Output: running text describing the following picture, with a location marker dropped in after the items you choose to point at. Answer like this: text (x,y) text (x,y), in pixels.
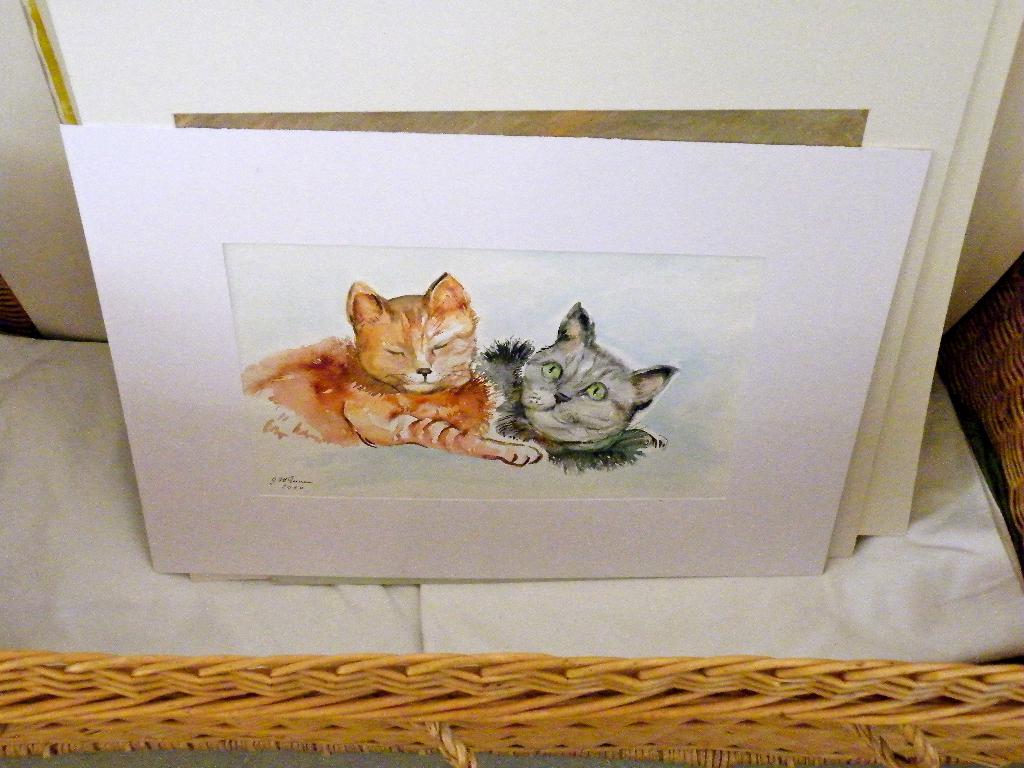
In this image there is a wooden basket (470,675) in which there are paper frames (422,201). In the basket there is an art (458,388) in which there are two cats (482,389) sitting one beside the other. At the bottom (656,612) there is a white cloth (871,600) in the basket (533,686).
